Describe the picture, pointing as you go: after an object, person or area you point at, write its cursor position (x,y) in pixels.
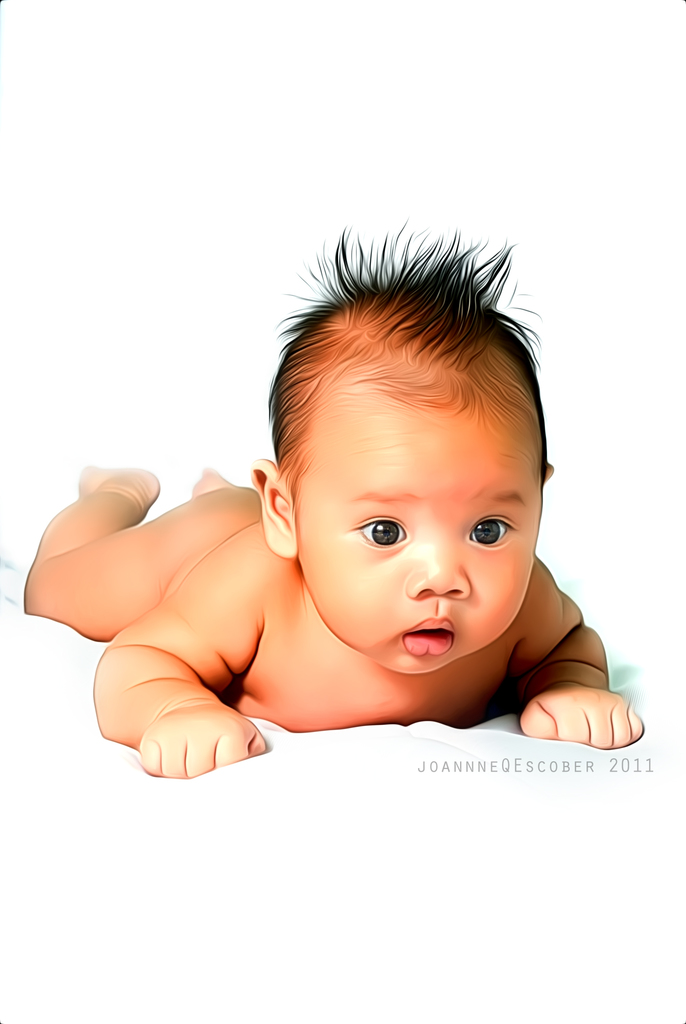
In the image I can see a small kid (412,714) who is laying on the floor (358,878).
